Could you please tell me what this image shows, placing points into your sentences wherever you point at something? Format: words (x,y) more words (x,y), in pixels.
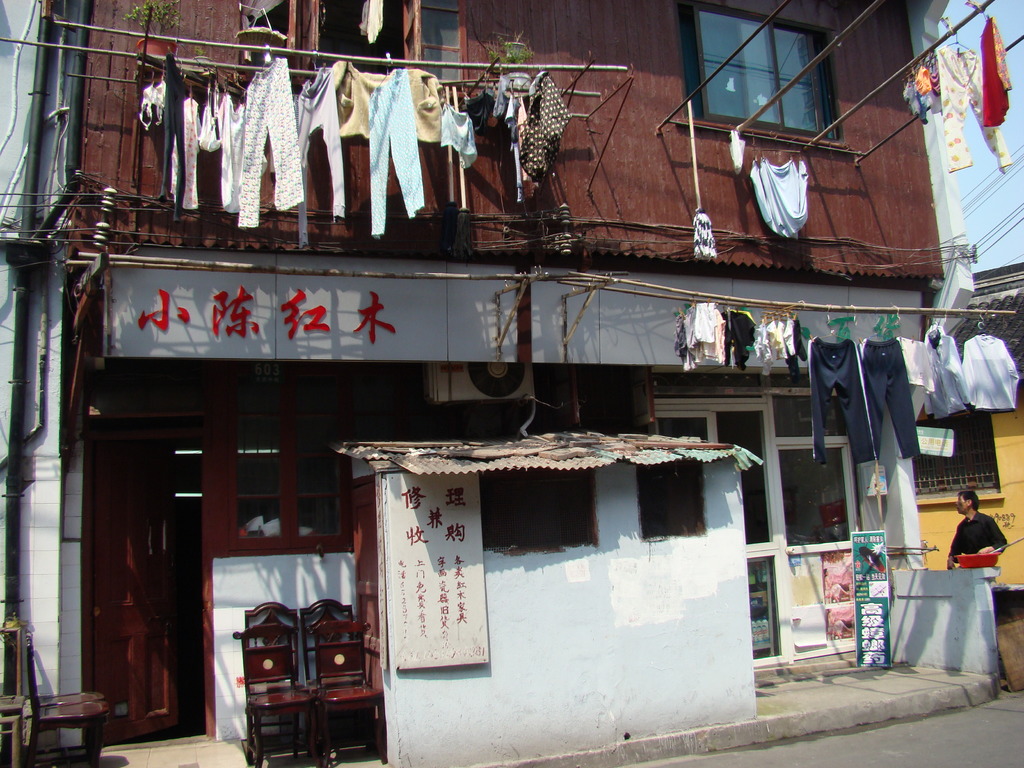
In this picture i could see some shop (675,307) and some clothes (818,341) hanging to the sticks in front of the shop (322,156). There is a board (438,489) on which some Chinese language (425,589) is written and a banner (873,602) near to the right corner of the board (444,556) and there are some maroon colored chairs (318,685) in left corner of the picture (282,672) and there is a door (131,698) and windows (252,466) in the left corner of the picture (152,471) some black pipe (12,590) is moving from up to down and i could see some sky (975,163) and cables (970,205) running over.
